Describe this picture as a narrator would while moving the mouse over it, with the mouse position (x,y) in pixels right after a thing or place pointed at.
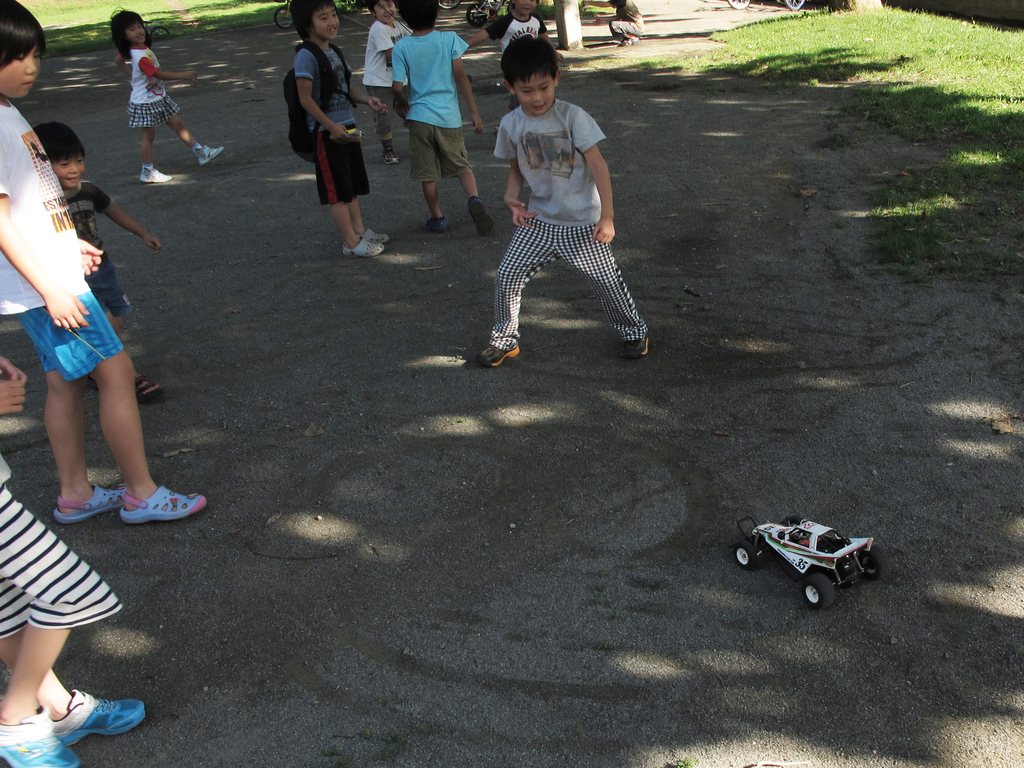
In the picture I can see a group of children (76,451) are standing on the ground (482,485). I can also see a toy (818,561) on the ground (769,643). In the background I can see the grass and some other objects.
